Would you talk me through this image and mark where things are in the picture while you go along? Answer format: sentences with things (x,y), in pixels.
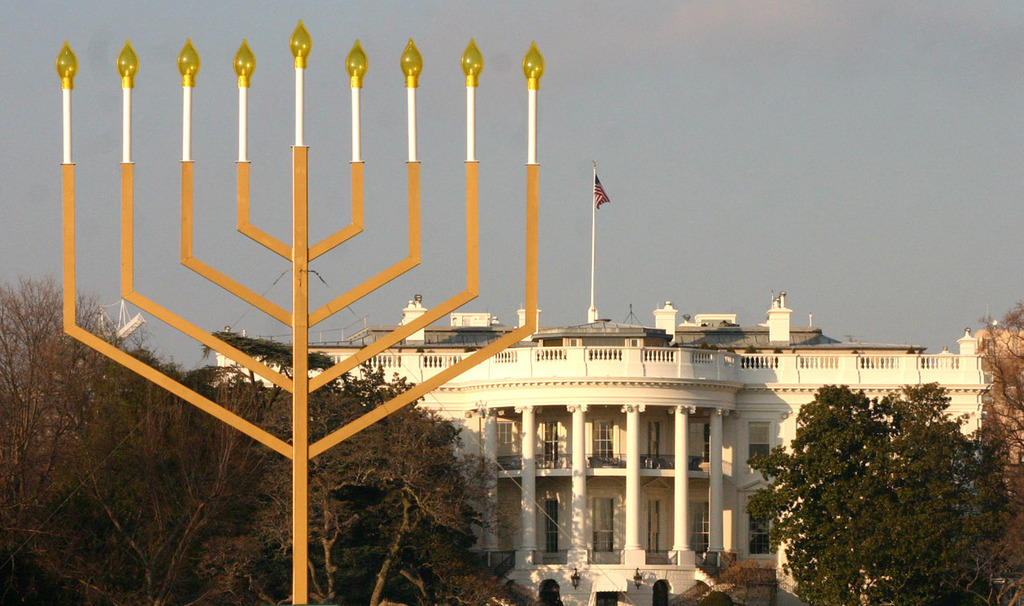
In this picture we can see a building (598,475), in the front (532,298) there are some lights (186,118), we can see trees (360,511) here, there is the sky (641,80) at the top of the picture (605,82), we can see a flag (599,190) here.
